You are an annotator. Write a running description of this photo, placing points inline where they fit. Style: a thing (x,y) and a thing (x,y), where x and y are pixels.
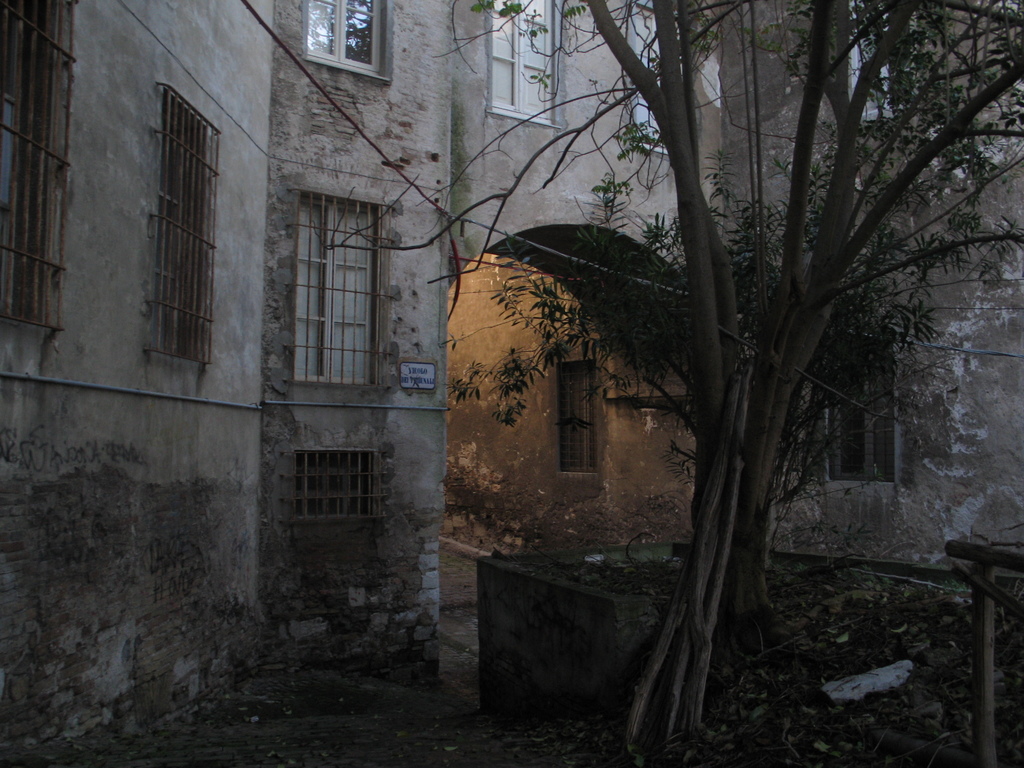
In the image we can see behind there is a building (410,223) and there are windows (347,47) on the building (644,429). In front (731,546) there is a tree (800,237) and there are dry leaves (782,673) on the ground (744,709).
